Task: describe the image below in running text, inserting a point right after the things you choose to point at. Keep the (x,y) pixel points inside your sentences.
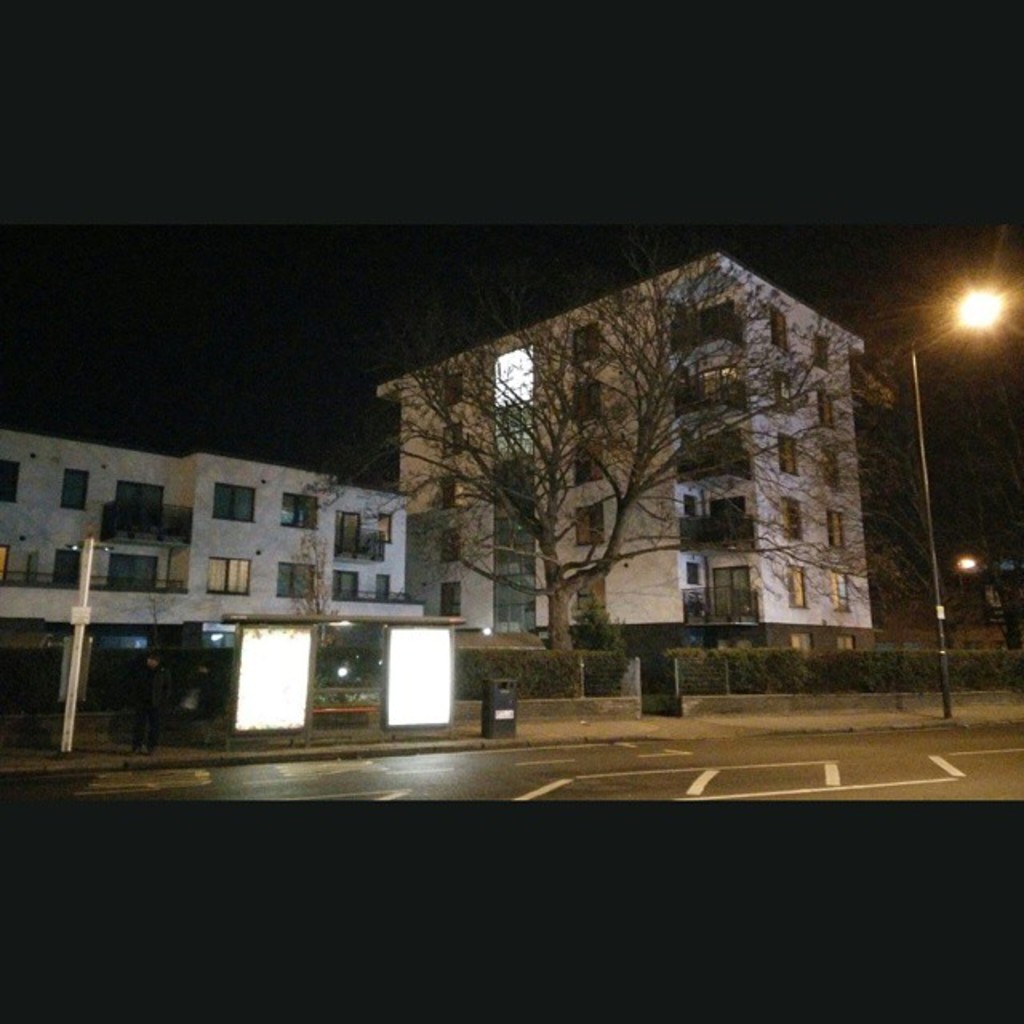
In this image there are buildings (286,502), trees (554,522), plants (607,664), boards (417,667), poles (940,640), lights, person (157,703), dark sky (532,289), road (857,771) and objects (489,702).
